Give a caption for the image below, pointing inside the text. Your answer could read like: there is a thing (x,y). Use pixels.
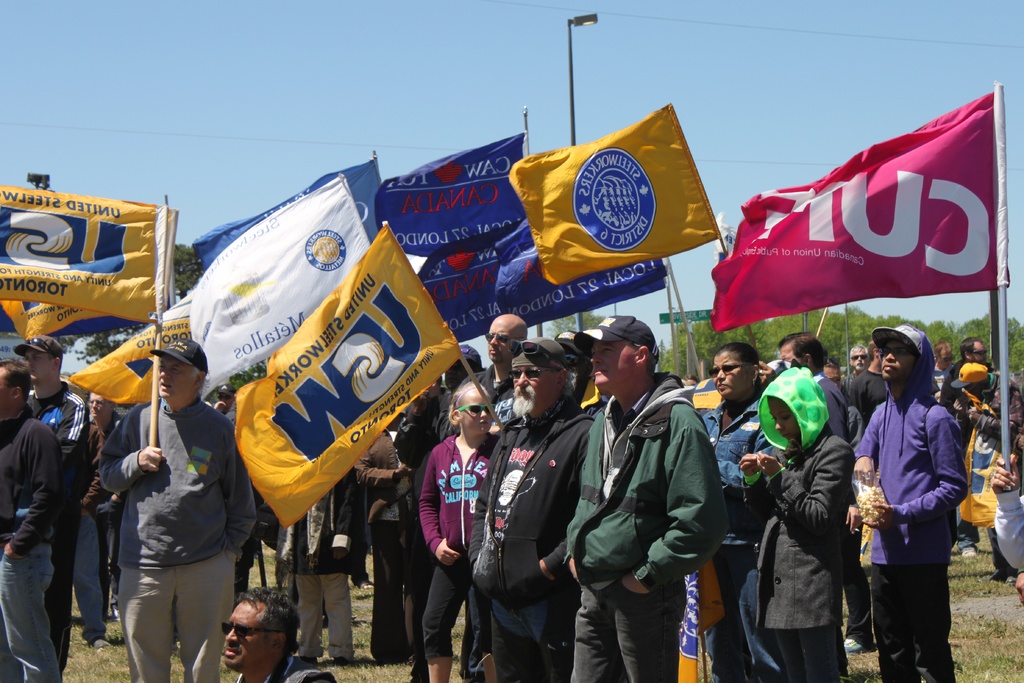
in the foreground of the picture (439,477) there are people (447,475) holding flags (910,238). In the background (982,327) there are trees (852,329), streetlight (573,126), pole (528,146), cables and other objects (701,315). Sky (980,93) is sunny. At the bottom (75,666) there is grass (957,653).
